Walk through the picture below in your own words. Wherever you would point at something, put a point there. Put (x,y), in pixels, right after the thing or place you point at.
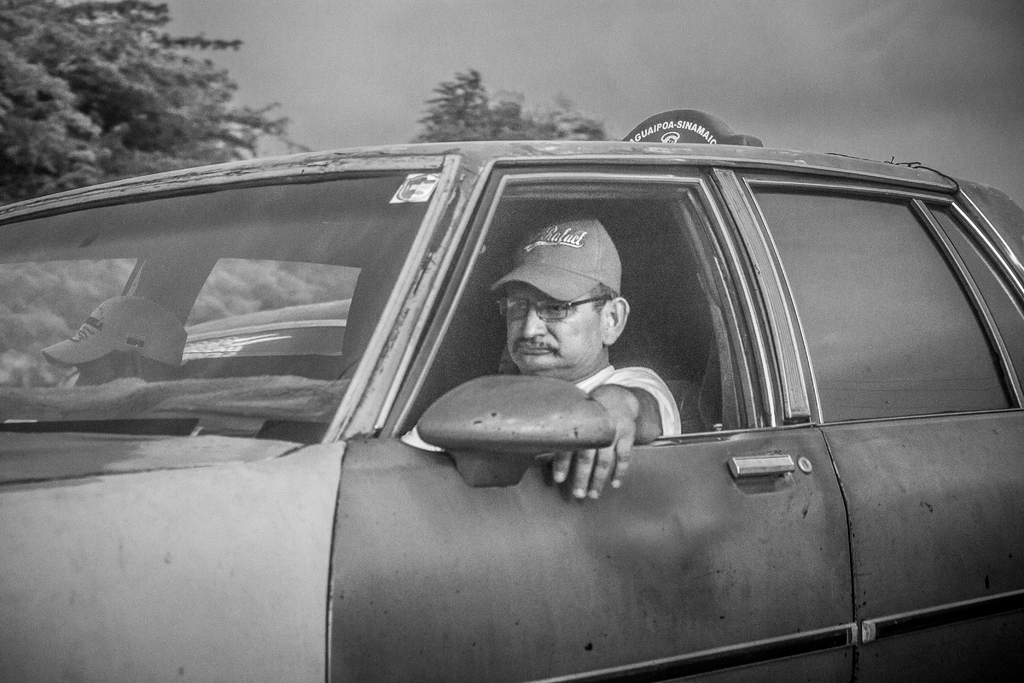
The person (612,368) wearing white dress (612,368) is sitting in a car (418,296) and there is other person (178,343) sitting beside him and there are trees (421,121) in the background (264,110) and the sky (545,51) is cloudy.
